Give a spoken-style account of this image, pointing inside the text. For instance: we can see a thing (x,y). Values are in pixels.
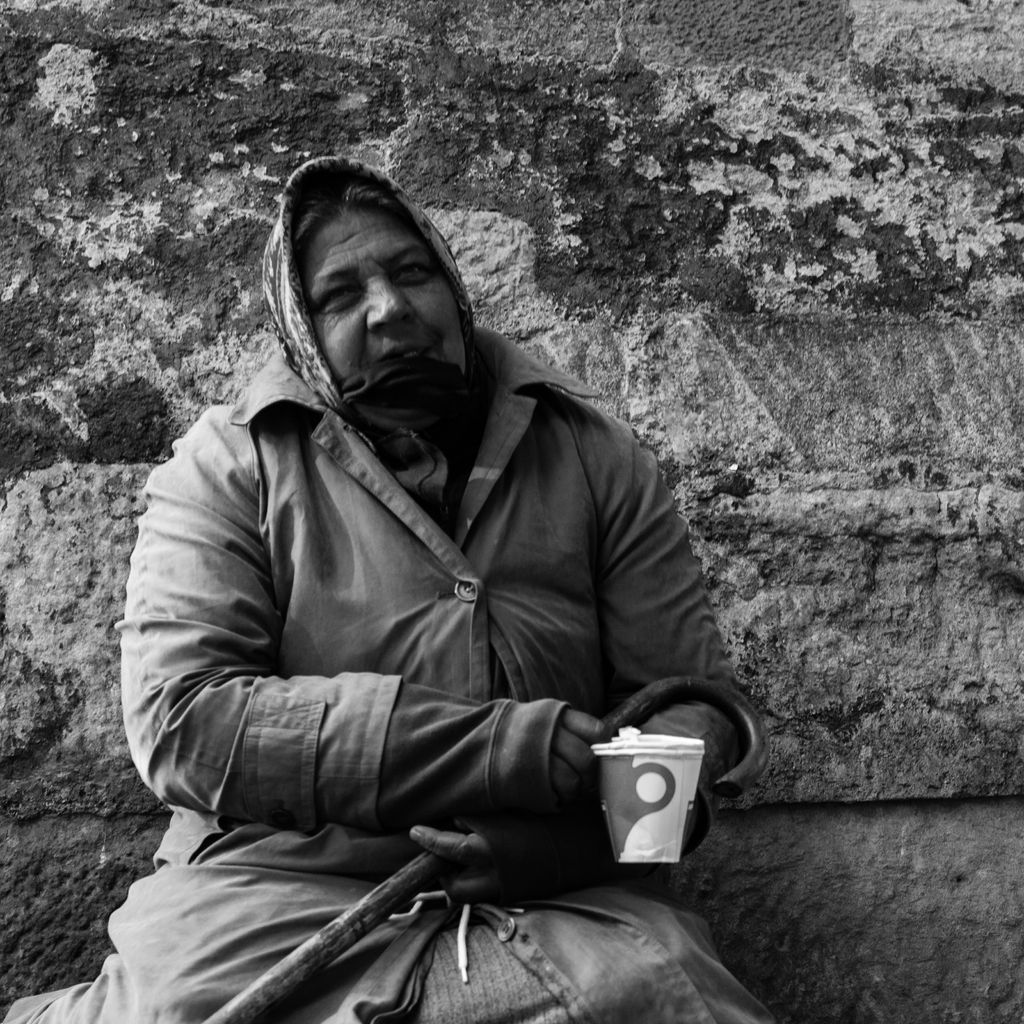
In this picture there is a woman (532,969) sitting, she is holding a cup (659,825) with her right hand (551,763), and holding a stick (424,878) with her left hand (477,896) and she is wearing a coat (303,605).
